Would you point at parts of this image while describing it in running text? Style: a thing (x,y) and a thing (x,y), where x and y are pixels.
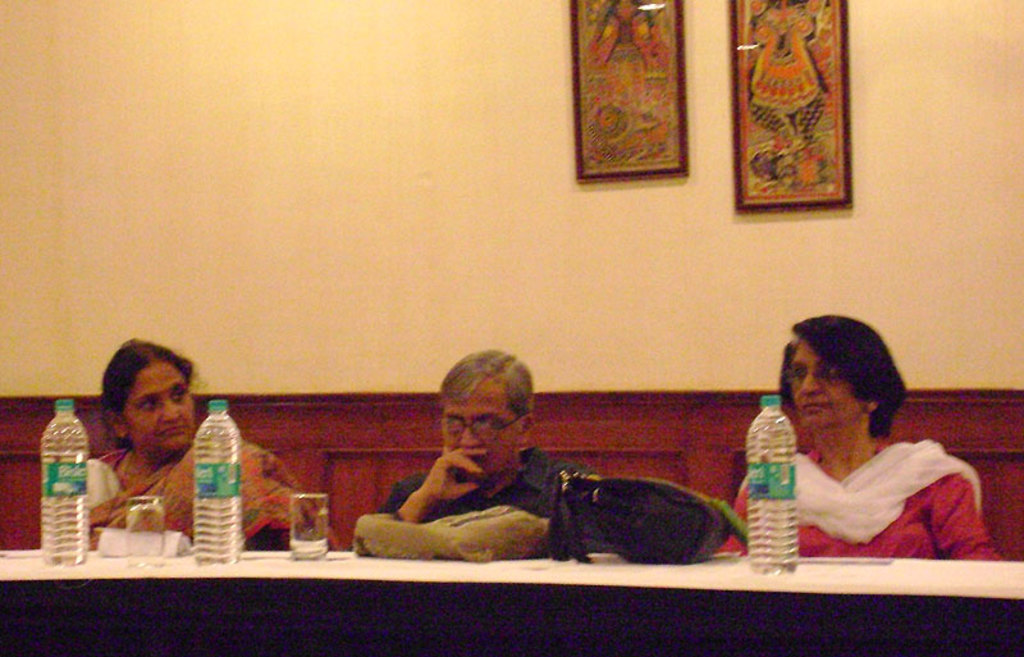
In this picture we can see three persons (462,432) sitting on the chairs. This is table (579,585). On the table (442,614) there are bottles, glasses (139,505), and bags (704,552). On the background (518,225) there is a wall (430,217). And these are the frames (758,118).
